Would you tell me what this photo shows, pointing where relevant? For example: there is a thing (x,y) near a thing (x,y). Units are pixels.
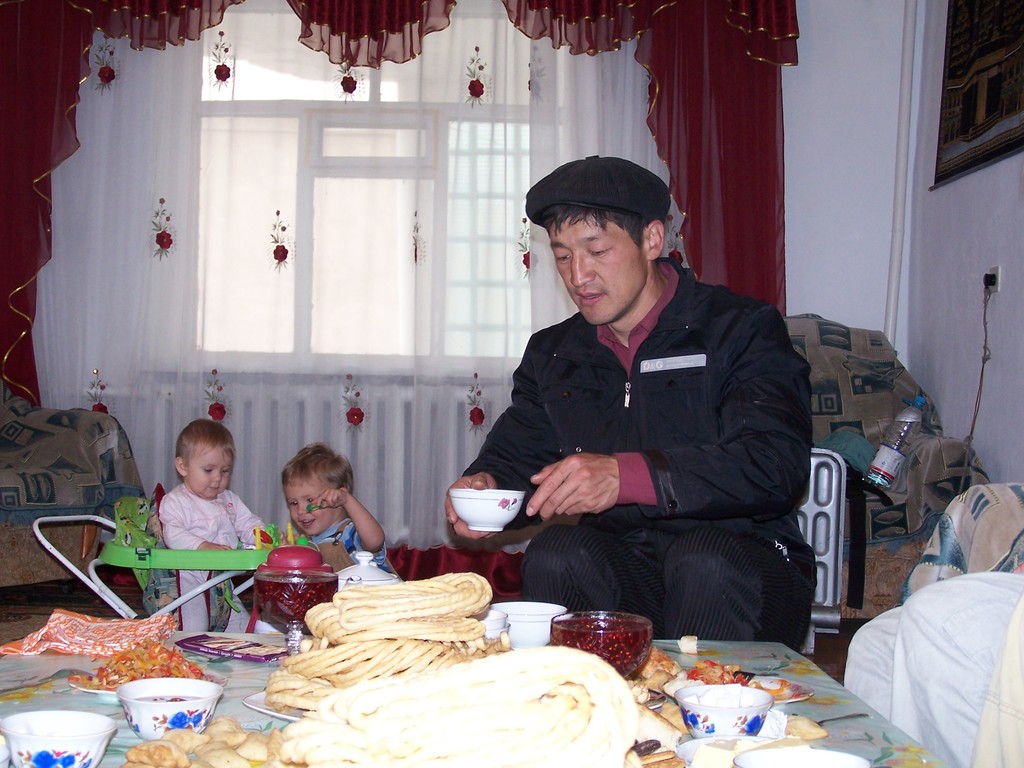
In this picture, we can see a few people (546,447) sitting, and a few (187,529) are holding some objects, we can see the ground (126,589) with some objects (50,451) like chairs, table (474,715) and some objects (554,664) on the table (591,641) like some food items (527,660) served in plates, containers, and we can see some objects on the right side of picture (906,55) like bottle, pipe (906,86), and we can see the wall (1012,217) with windows (321,213), curtains (315,234), frame (969,157), switch board (993,268) with wire (985,327), and we can see a baby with green color object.
